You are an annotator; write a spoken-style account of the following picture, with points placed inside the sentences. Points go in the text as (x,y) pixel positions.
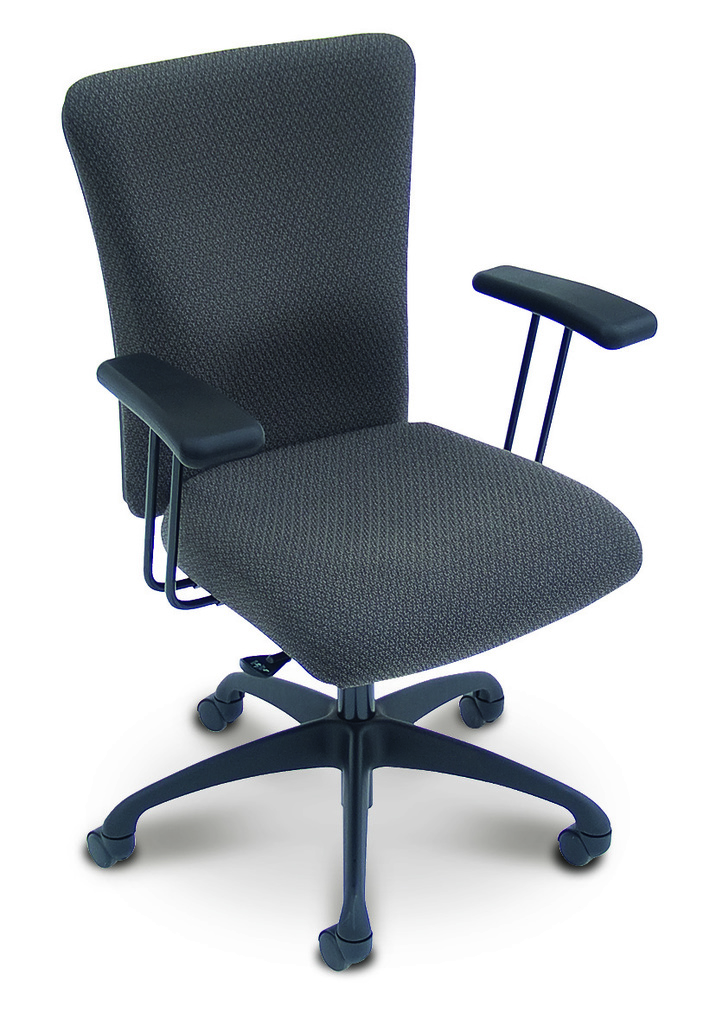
In this picture I can see there is a chair (584,490) and it has few wheels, armrest (172,386), it is in black color and is placed on a white surface (213,612).
